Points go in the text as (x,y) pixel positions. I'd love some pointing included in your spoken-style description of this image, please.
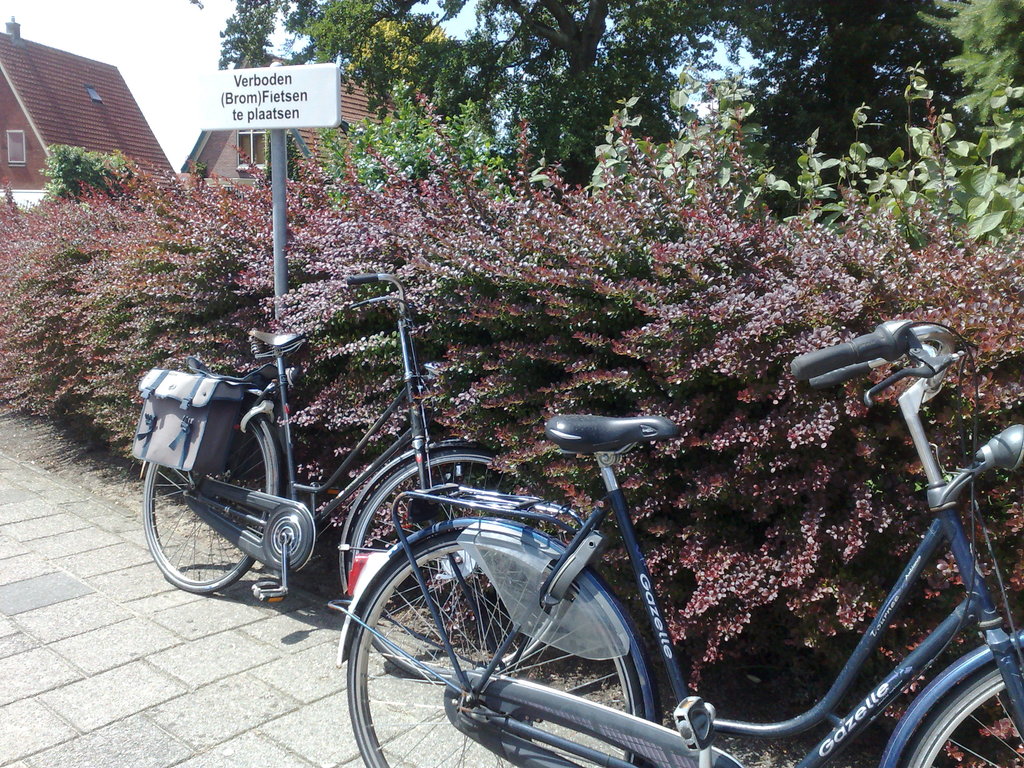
In this picture we can see bicycles (374,635) on the ground (394,741) and in the background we can see a name board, trees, houses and the sky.
